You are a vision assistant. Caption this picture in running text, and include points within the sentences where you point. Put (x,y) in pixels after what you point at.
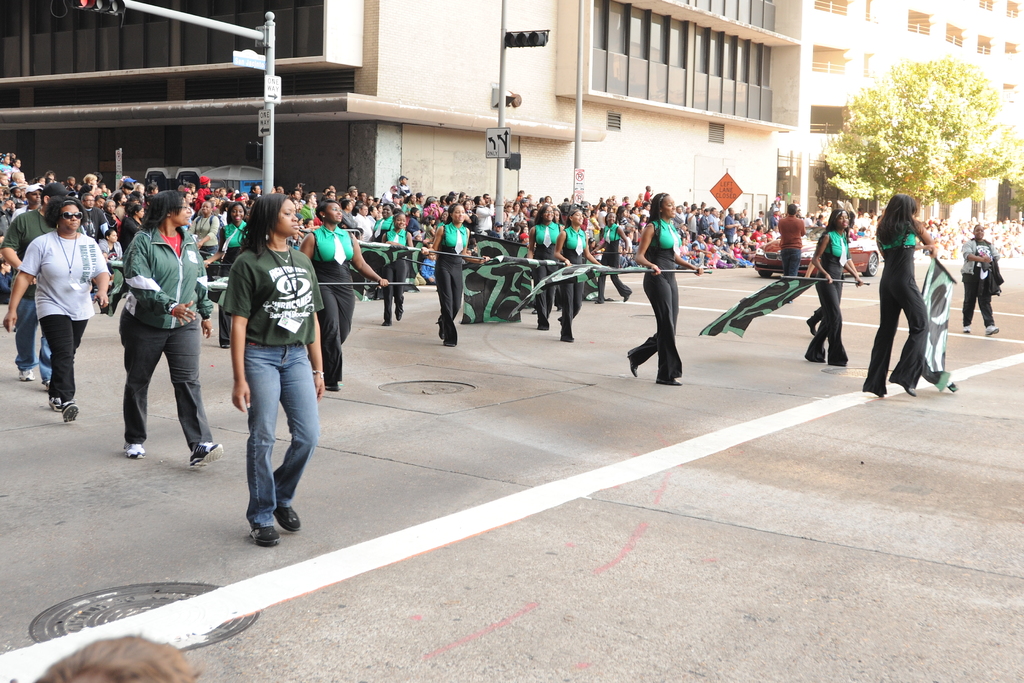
In this image there are people (922,309) walking on a road (213,407), few are holding flags (489,256) in their hands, in the background (687,202) there are people (721,239), standing and few are sitting and there are light poles (272,166) and buildings (928,17).
